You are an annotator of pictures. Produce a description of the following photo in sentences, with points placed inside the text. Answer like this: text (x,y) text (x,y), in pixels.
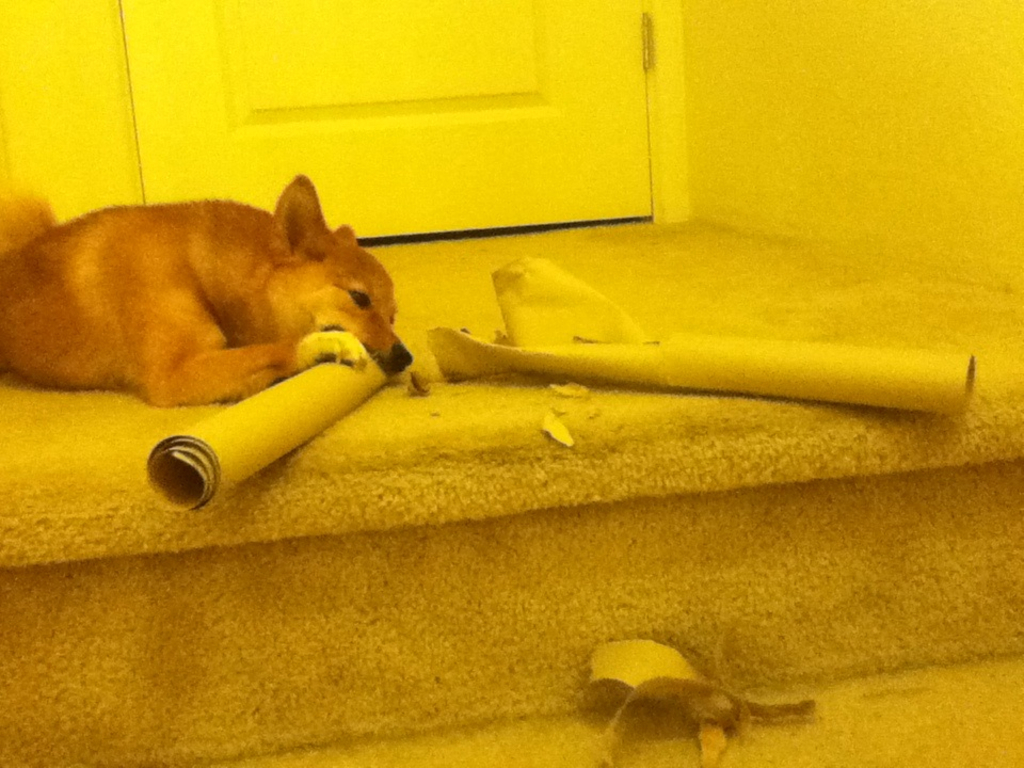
In this image I can see a dog (304,295), walls (807,4), door (534,104) and objects (747,397).
